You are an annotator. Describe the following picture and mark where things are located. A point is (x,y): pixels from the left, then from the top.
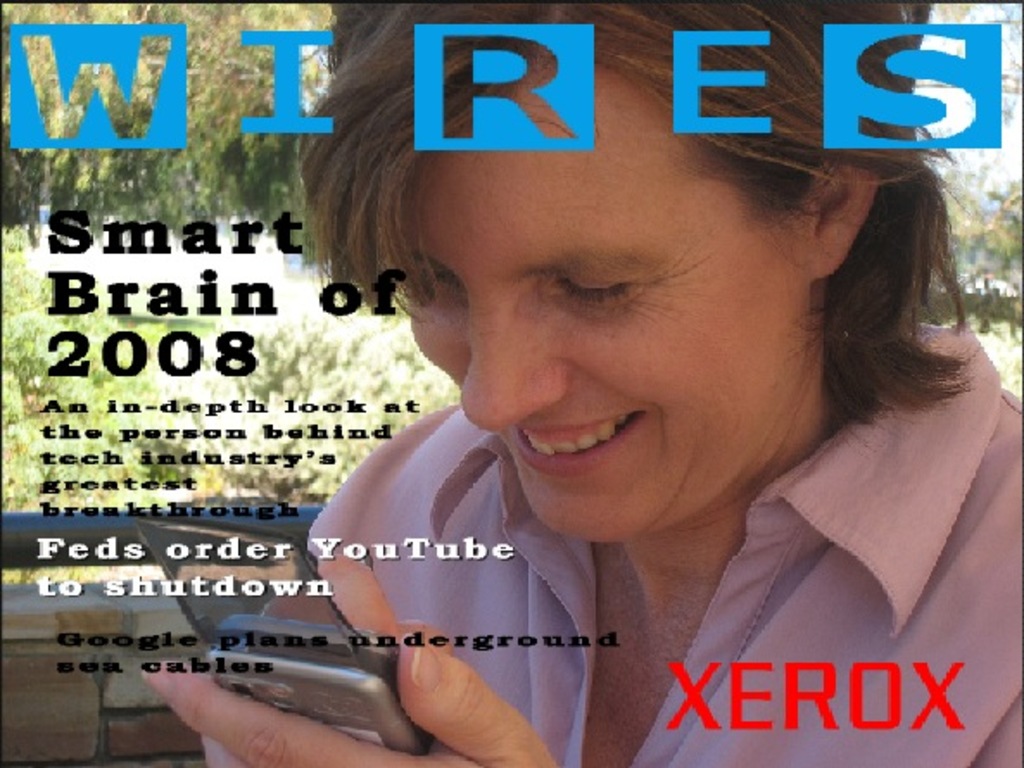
In this image we can see a lady (480,524) and she is holding a mobile (390,676) in her hand (410,679) and some text (102,136) was written on the image.
